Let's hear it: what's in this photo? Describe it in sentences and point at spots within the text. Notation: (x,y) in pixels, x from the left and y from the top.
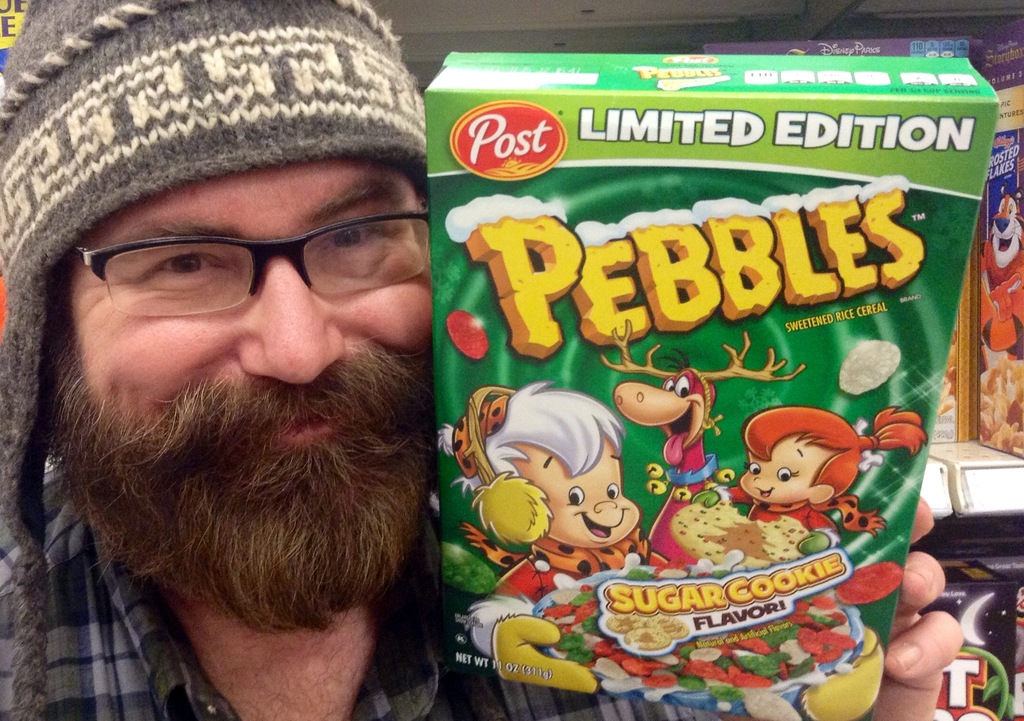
In this image I can see a person (314,89). There is a food box (624,465) and in the background (987,608) there are some objects (970,362).
